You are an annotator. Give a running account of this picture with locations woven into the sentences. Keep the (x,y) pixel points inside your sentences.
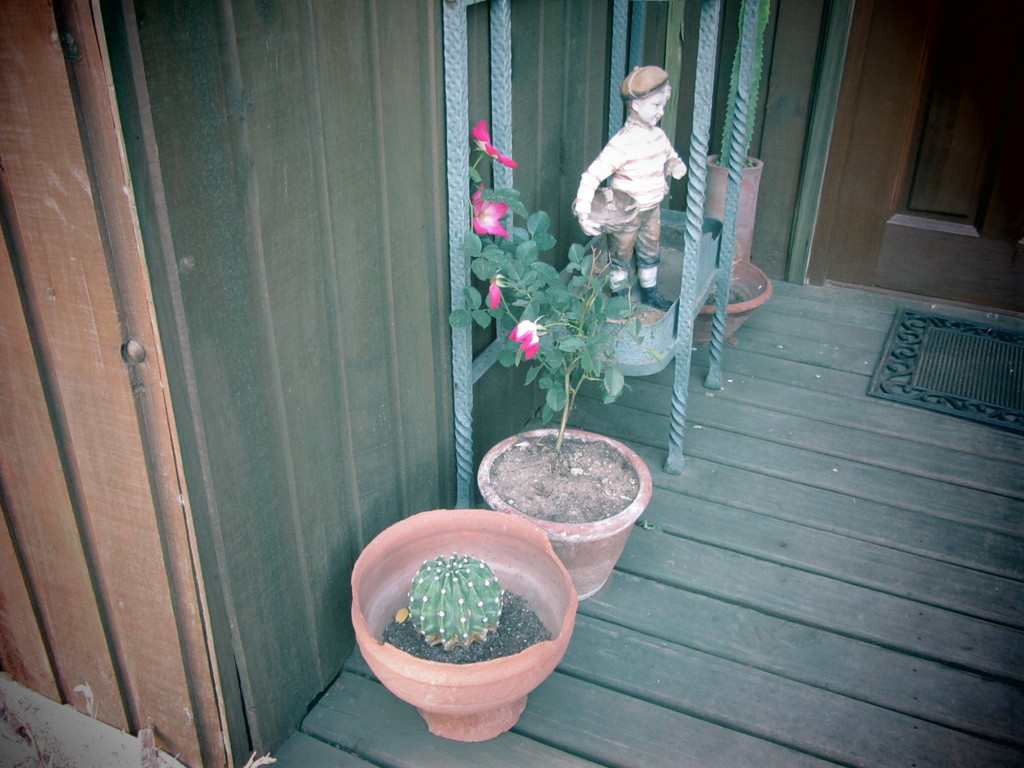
In this picture there are plants (562,355) in the pots (437,670) and there are pink and white color flowers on the plant (620,376) and there is a toy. On the right side of the image (958,262) there is a door (910,262) and there is a mat (1013,379). At the bottom (634,721) there is a wooden floor (727,568).
